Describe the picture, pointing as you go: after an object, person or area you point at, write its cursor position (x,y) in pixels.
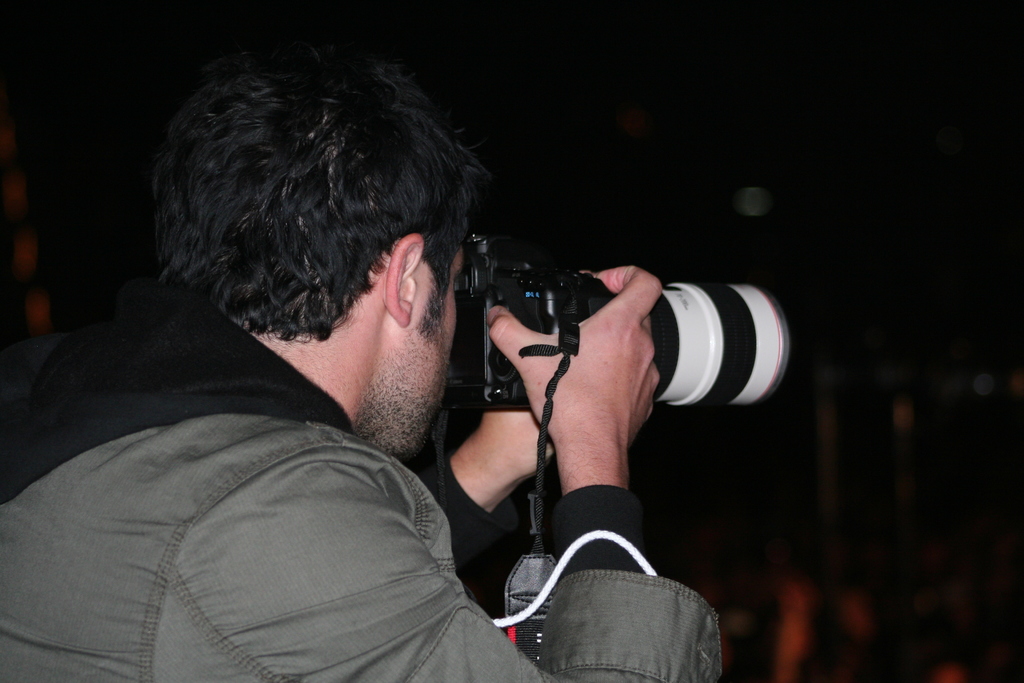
In this image we can see a person (510,643) clicking a picture with a camera (762,382).
